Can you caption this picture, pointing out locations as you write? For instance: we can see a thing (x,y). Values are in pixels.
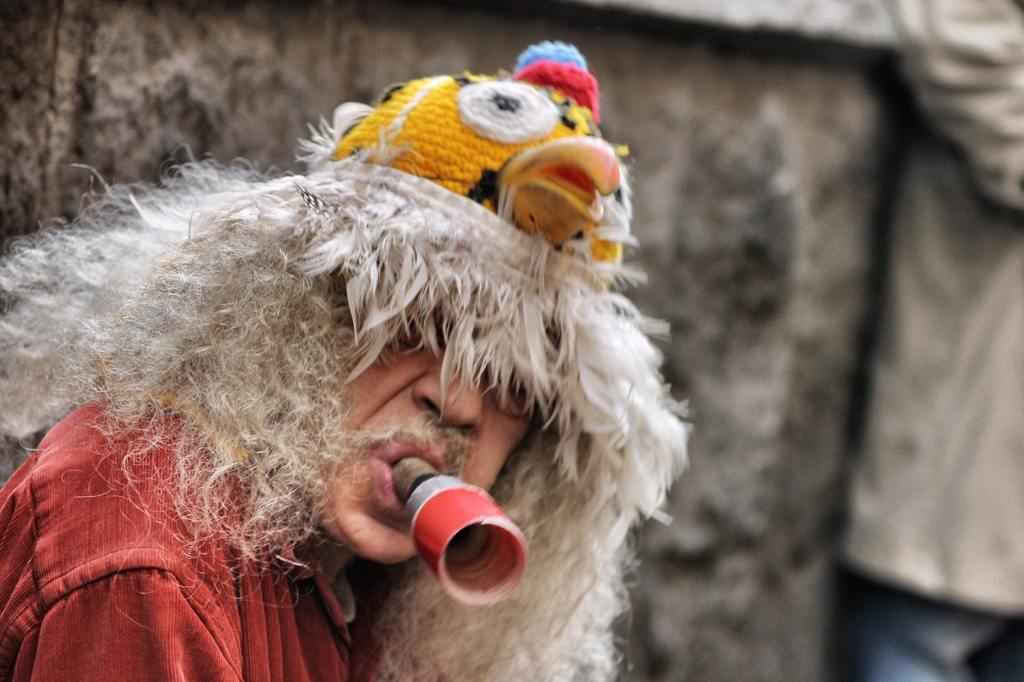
In this image there is a man (406,414) who has a whistle (449,543) in his mouth (425,452). In the background (750,227) there is a wall (730,272).
